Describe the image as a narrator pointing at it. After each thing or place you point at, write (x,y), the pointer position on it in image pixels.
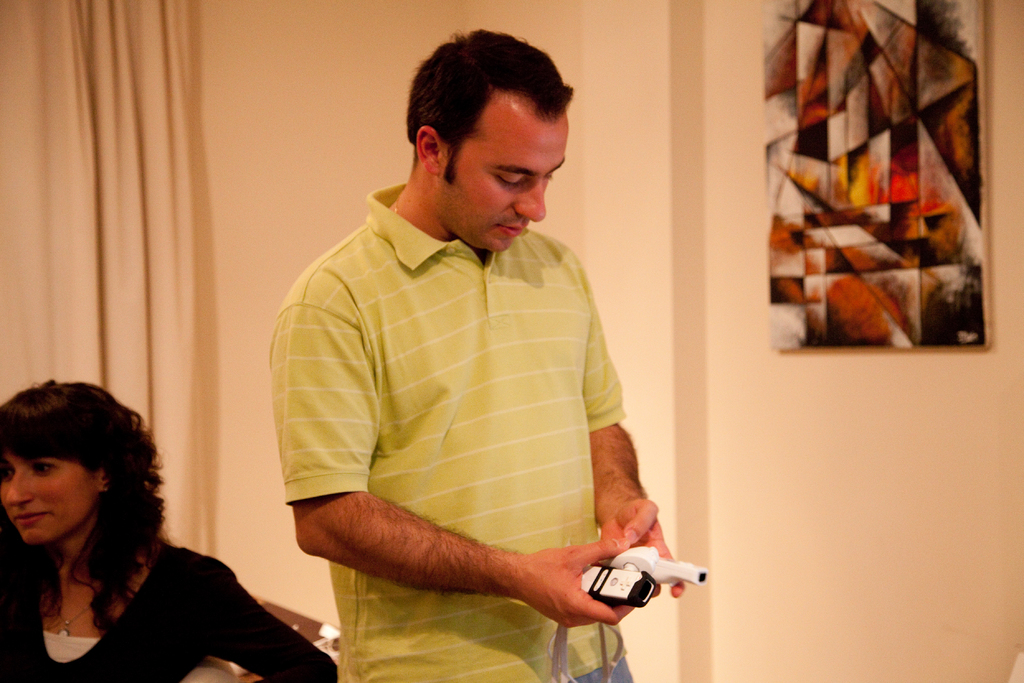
In this image a person (454,437) wearing a green shirt (518,452) is standing and holding few devices (639,574) in his hand (609,560). Beside there is a woman (69,593) sitting and she is wearing a black top (181,624). Behind her there is a curtain (32,191). A picture frame (893,262) is attached to the wall (690,372).
